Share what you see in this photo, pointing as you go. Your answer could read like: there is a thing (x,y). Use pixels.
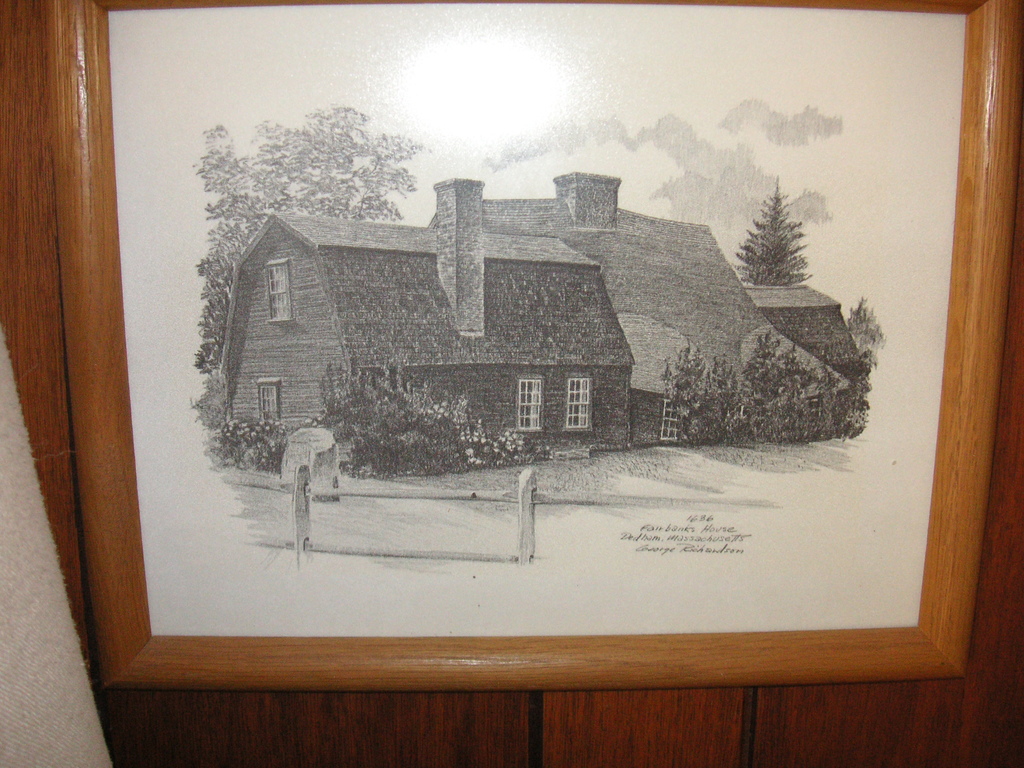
In this image we can see the drawing (196,623) in the frame (161,647) which is on the wooden wall (634,710).
